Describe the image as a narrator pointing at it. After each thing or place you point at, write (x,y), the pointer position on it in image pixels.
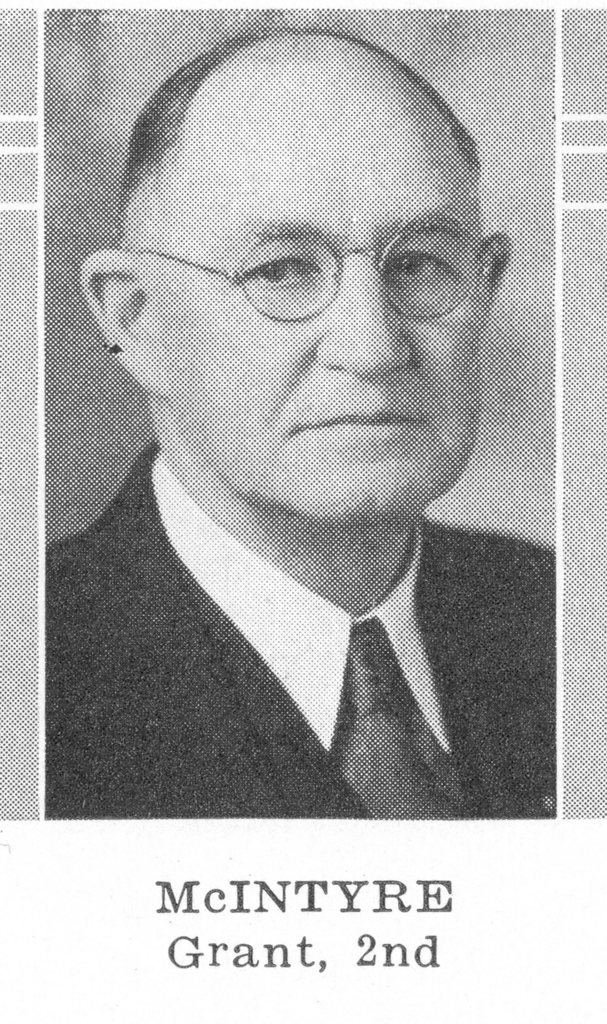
This is a black and white image. In this we can see a photo (236,507) of a person (278,456) with specs (274,299). At the bottom of the image (330,923) something is written.
